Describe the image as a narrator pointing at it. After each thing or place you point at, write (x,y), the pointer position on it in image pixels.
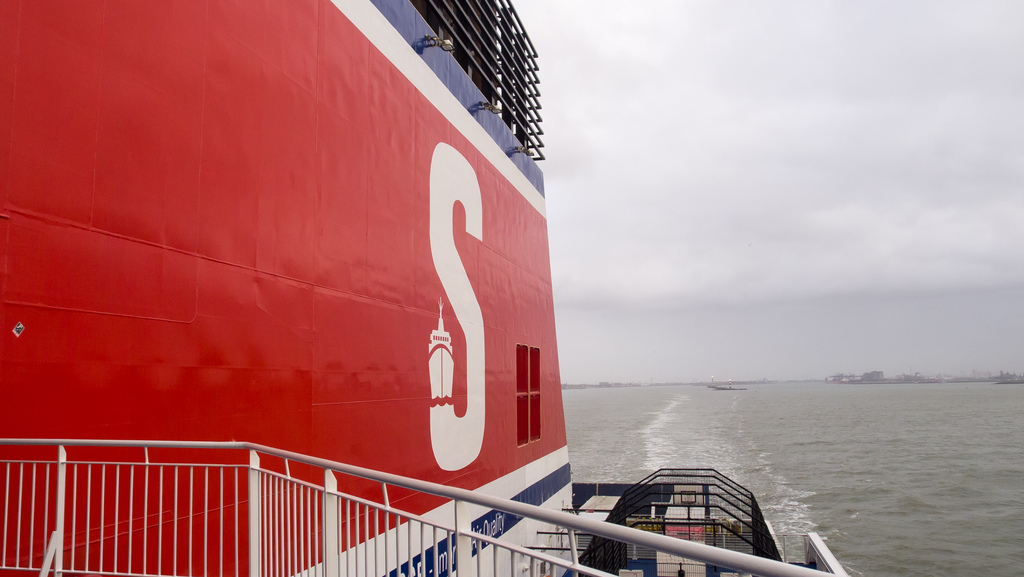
In this image we can see a ship (346,288) on the left side of the image (236,283). In the background of the image (800,405) there are ships (1011,381), water (790,432) and other objects (965,376). At the top of the image (698,149) there is the sky (741,128).
